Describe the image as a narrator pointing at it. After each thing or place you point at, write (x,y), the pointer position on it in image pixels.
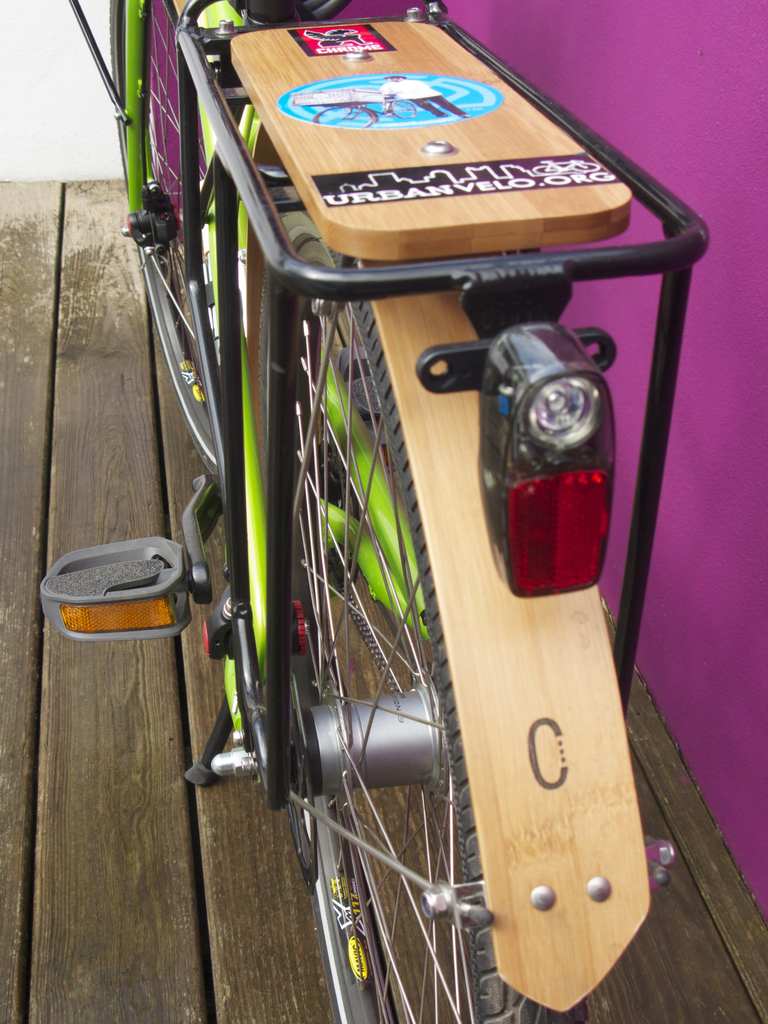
In this image I can see a bicycle (418,699) placed on a wooden plank (136,850). On the right side (721,337) there is a wall (723,484) painted with pink color.
